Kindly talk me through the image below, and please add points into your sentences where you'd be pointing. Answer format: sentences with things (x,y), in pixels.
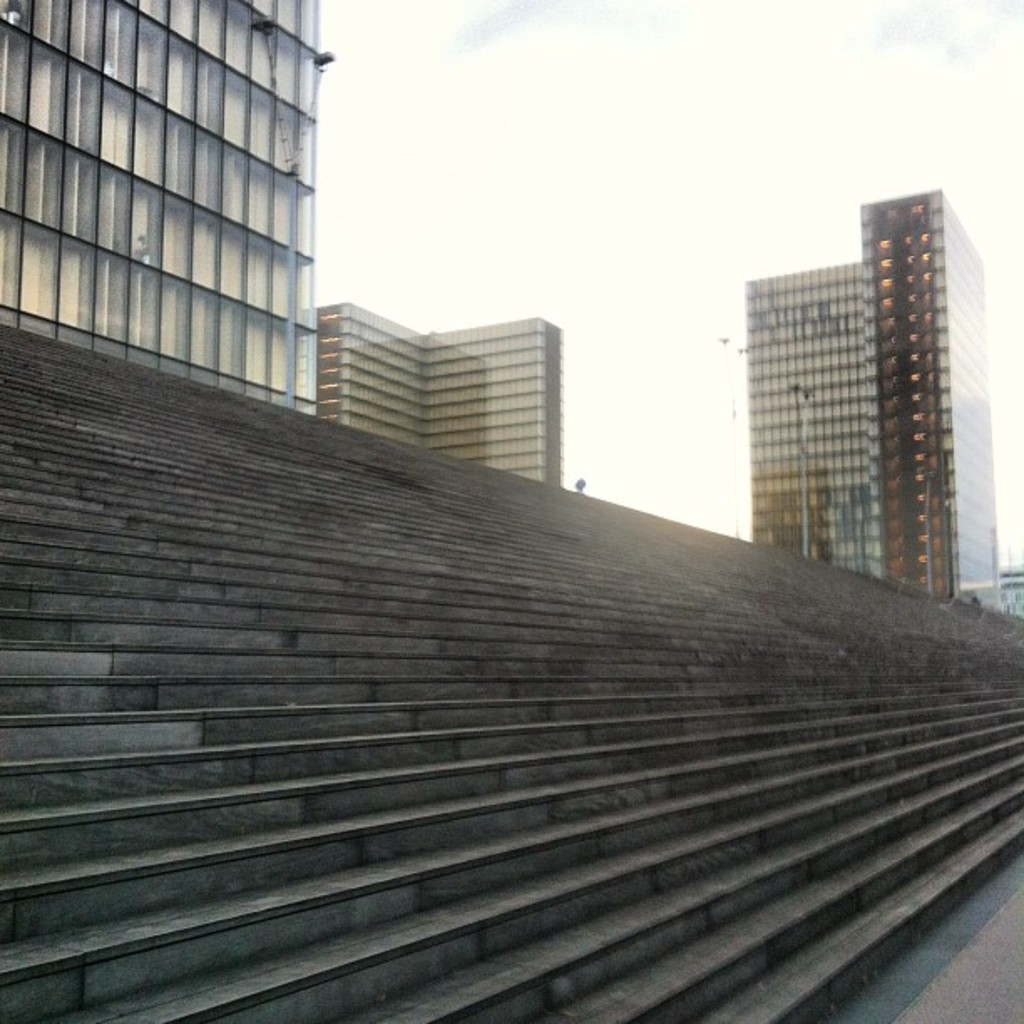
In this picture I can see there are some stairs (663,731) here and there are buildings (489,339) in the backdrop (44,278) and there are poles (734,452) and the sky (496,163) is clear.
